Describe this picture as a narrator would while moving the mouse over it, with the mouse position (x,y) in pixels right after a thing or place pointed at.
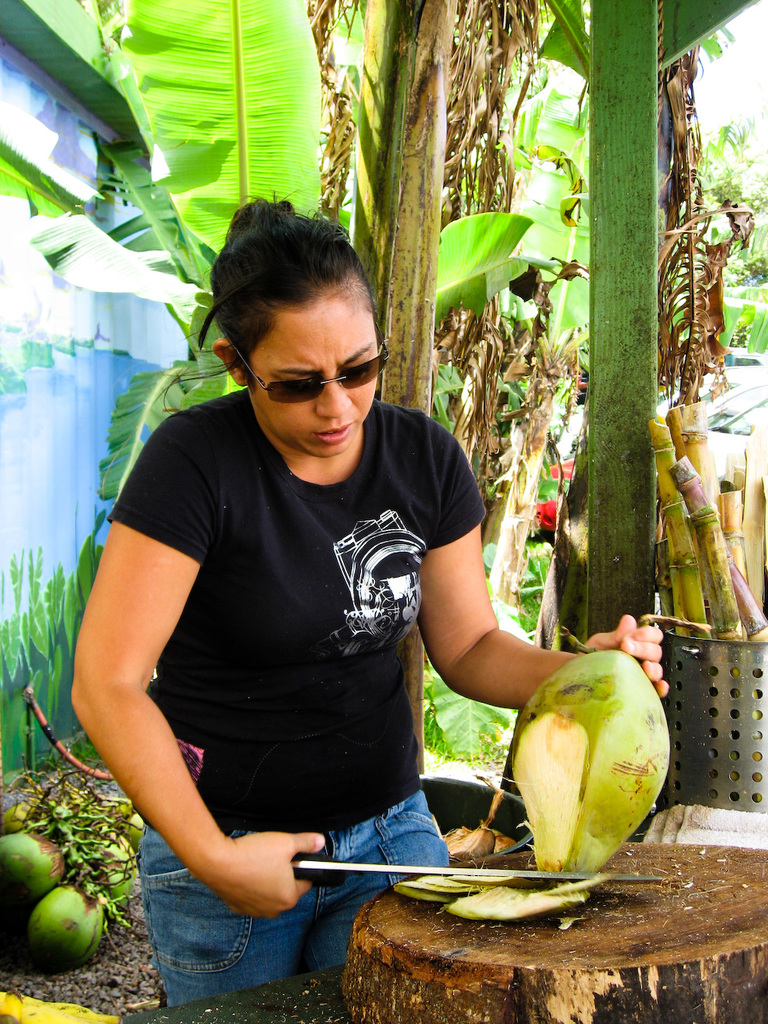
This picture is clicked outside. In the foreground (319,680) we can see a woman (240,513) wearing black color t-shirt (328,513), standing and holding a cutting tool (366,866) and a coconut (590,745) and we can see a wooden object (652,921) is placed on the top of the table (285,1010). In the background (154,219) we can see the trees (295,85), metal rods (628,124) and the coconuts (88,923) are placed on the ground (109,968) and we can see the bamboo (682,556), an object (726,425) like a vehicle (717,408) and a banner (56,403) on which we can see the depictions of plants (41,609) and we can see some other objects (717,677).
